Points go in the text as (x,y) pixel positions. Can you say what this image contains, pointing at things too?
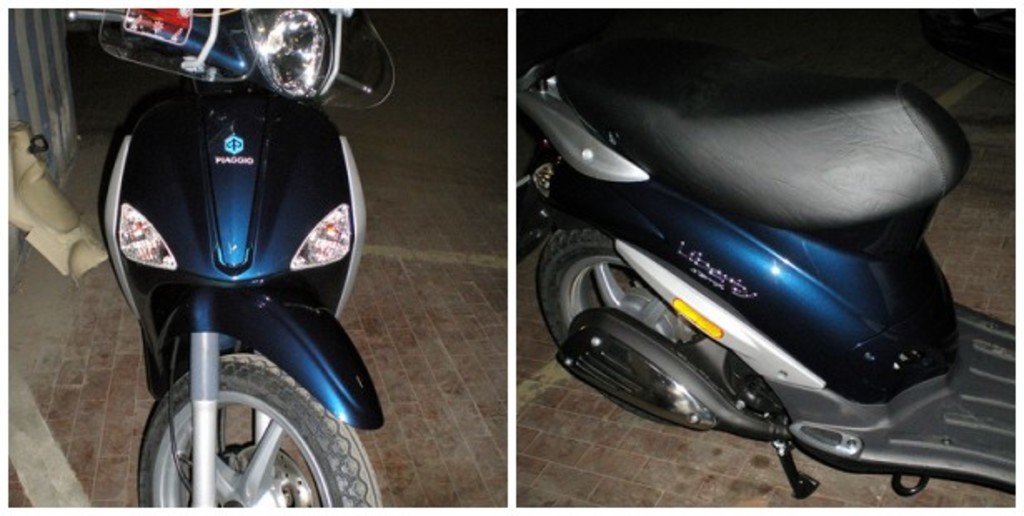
This is collage picture, in these two pictures we can see scooters (240,146). On the left side of the image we can see wall (37,10).
